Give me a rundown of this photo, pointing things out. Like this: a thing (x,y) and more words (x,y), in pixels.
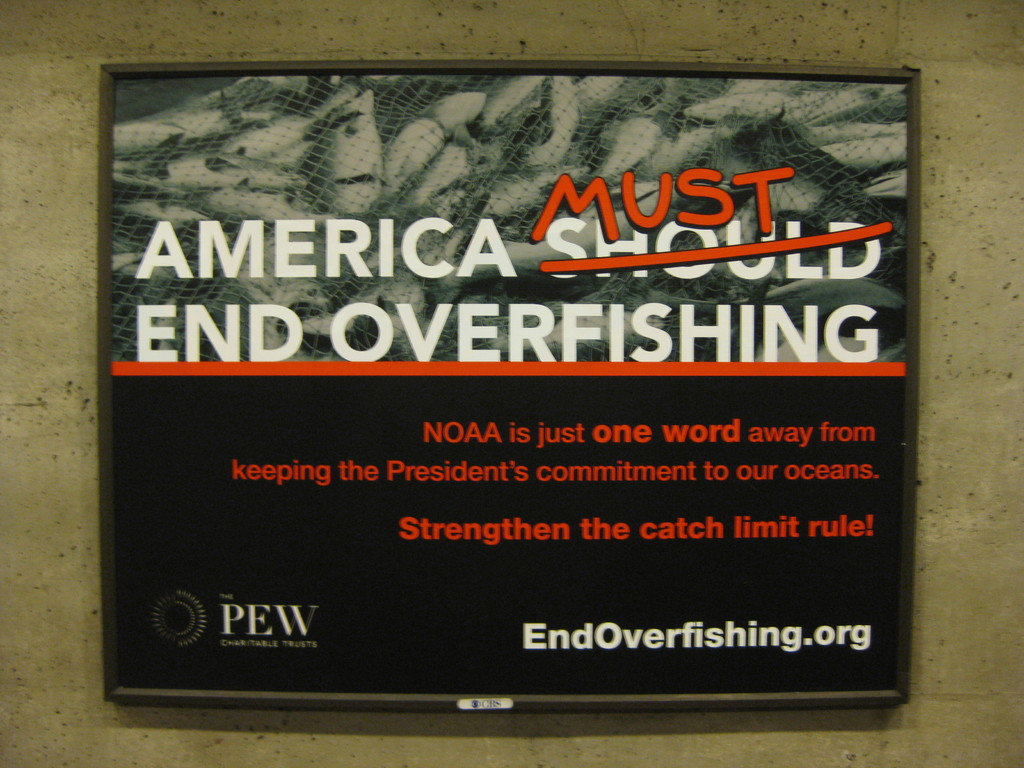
In this picture, we see a television (499,587) or a frame (557,382), which is displaying some text (346,355). In the background (50,202), we see a wall (257,727).
